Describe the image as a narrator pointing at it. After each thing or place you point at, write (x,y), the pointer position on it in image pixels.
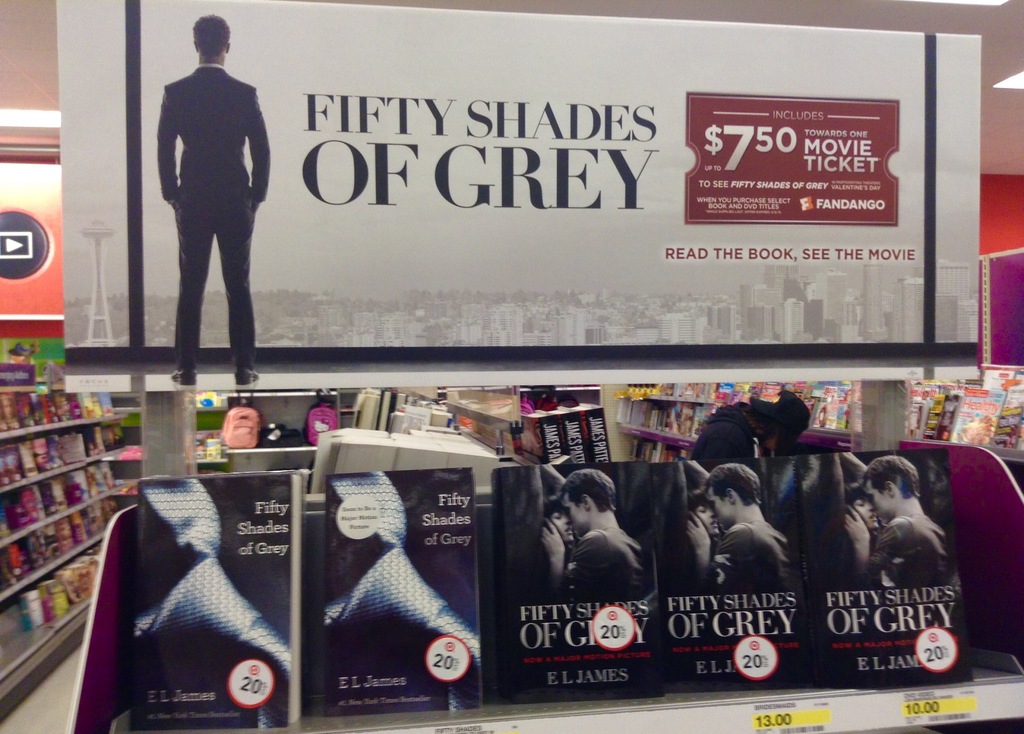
In this image we can see group of books (556,560) placed in a rack (302,723). In the background (970,431) we can see different books (983,431) placed in different racks (25,431) and a sign board (642,326) on it.
